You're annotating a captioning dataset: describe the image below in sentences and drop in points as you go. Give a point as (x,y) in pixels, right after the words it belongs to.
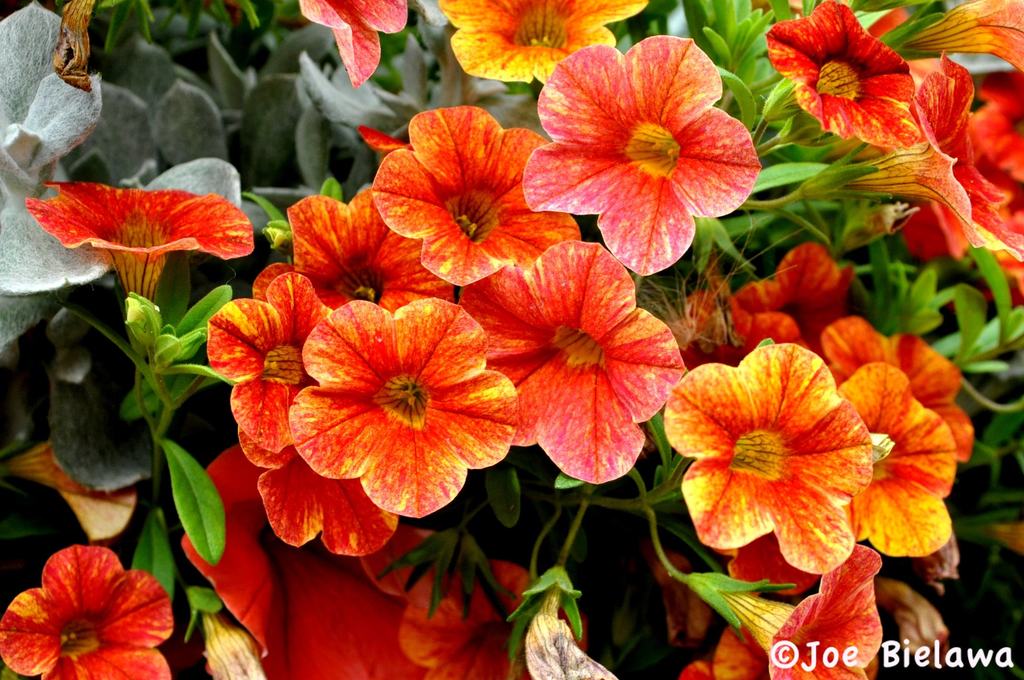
In this image I can see many leaves (260,165) and flowers (455,376). The flowers (589,433) are in yellow and red colors. In the bottom right-hand corner (884,653) there is some text (821,659).
